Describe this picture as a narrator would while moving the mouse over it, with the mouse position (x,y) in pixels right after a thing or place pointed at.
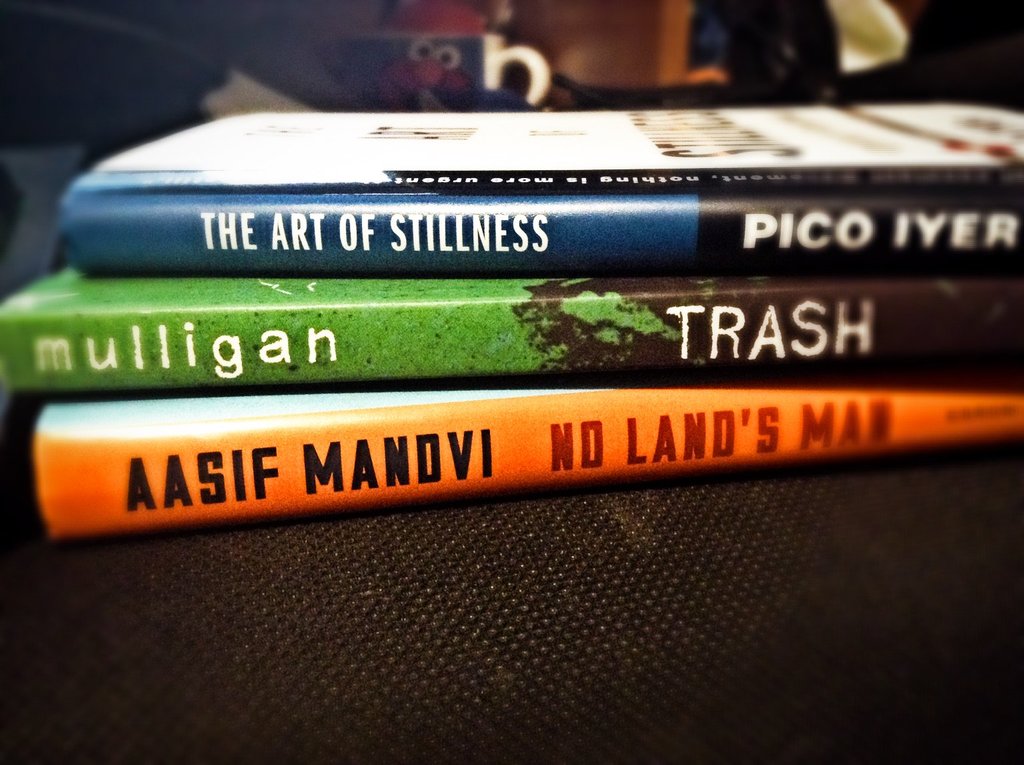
In the center of the image (445,346) there are books (496,362) placed on the table (474,584). In the background (588,63) there is a cup (498,67) and some objects (648,62).
